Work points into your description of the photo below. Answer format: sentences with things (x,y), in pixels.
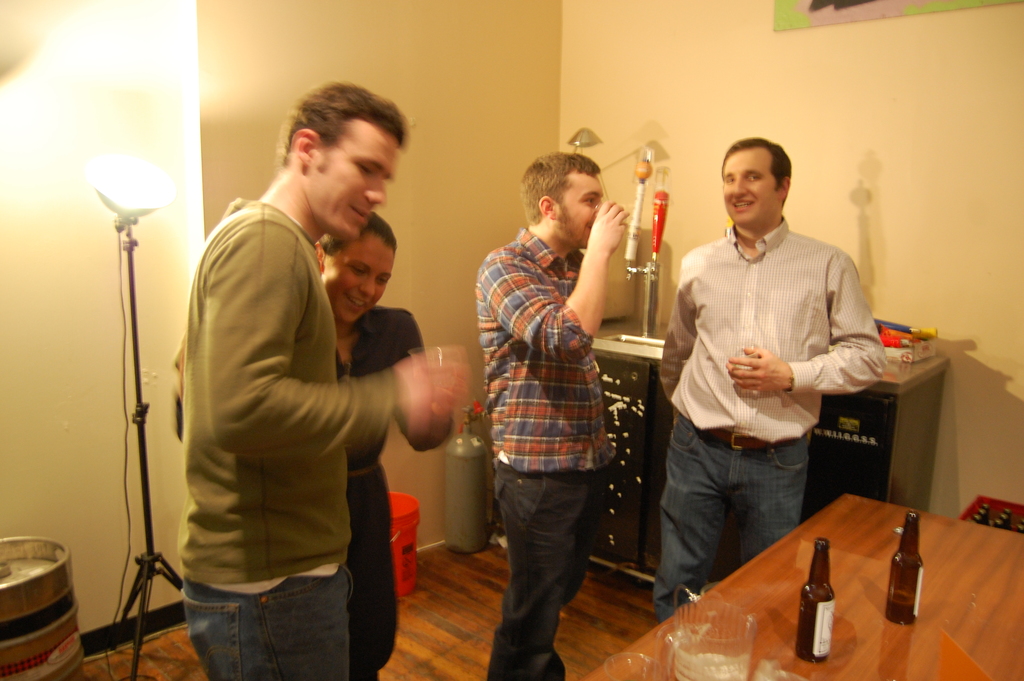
In this picture there are four people (591,345) standing. Some of them were drinking. There is a woman (376,332) among them. There is a table (653,640) on which some bottles (820,614) and glass (734,638) was placed. In the background (885,232) there is a table (904,391) and a wall (432,100) here. We can observe a light (146,202) too.
